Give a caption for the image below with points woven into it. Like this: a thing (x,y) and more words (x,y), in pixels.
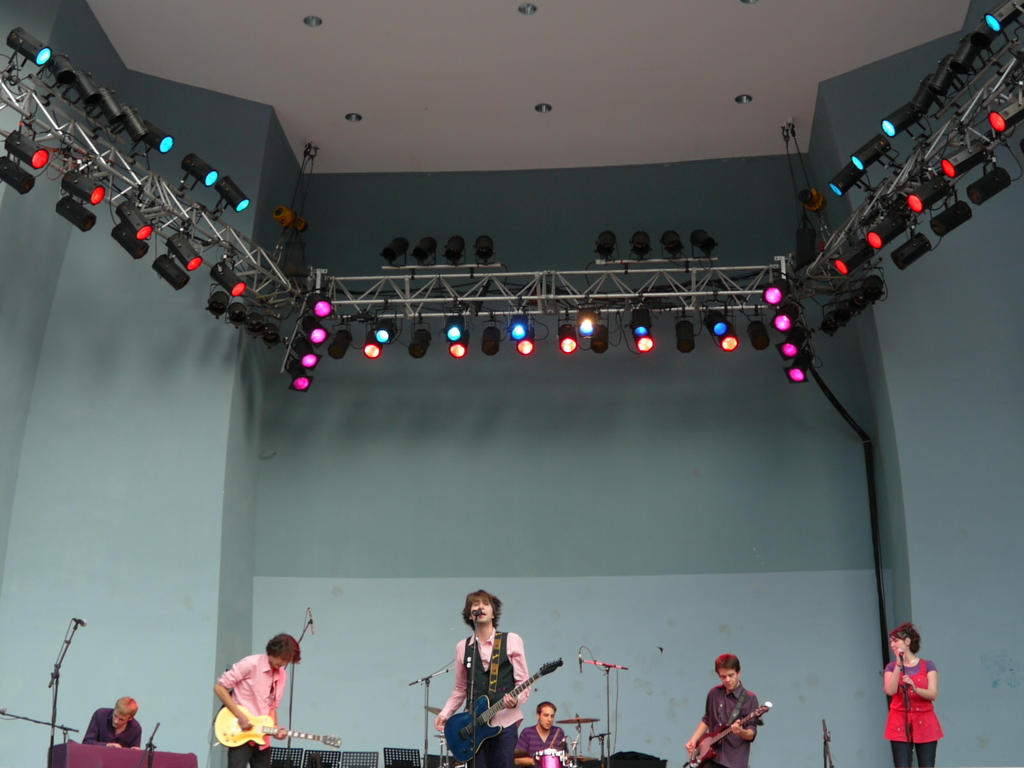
in this image i can see a group of persons (514,642) playing a music, on the roof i can see a lights (340,327) visible.
